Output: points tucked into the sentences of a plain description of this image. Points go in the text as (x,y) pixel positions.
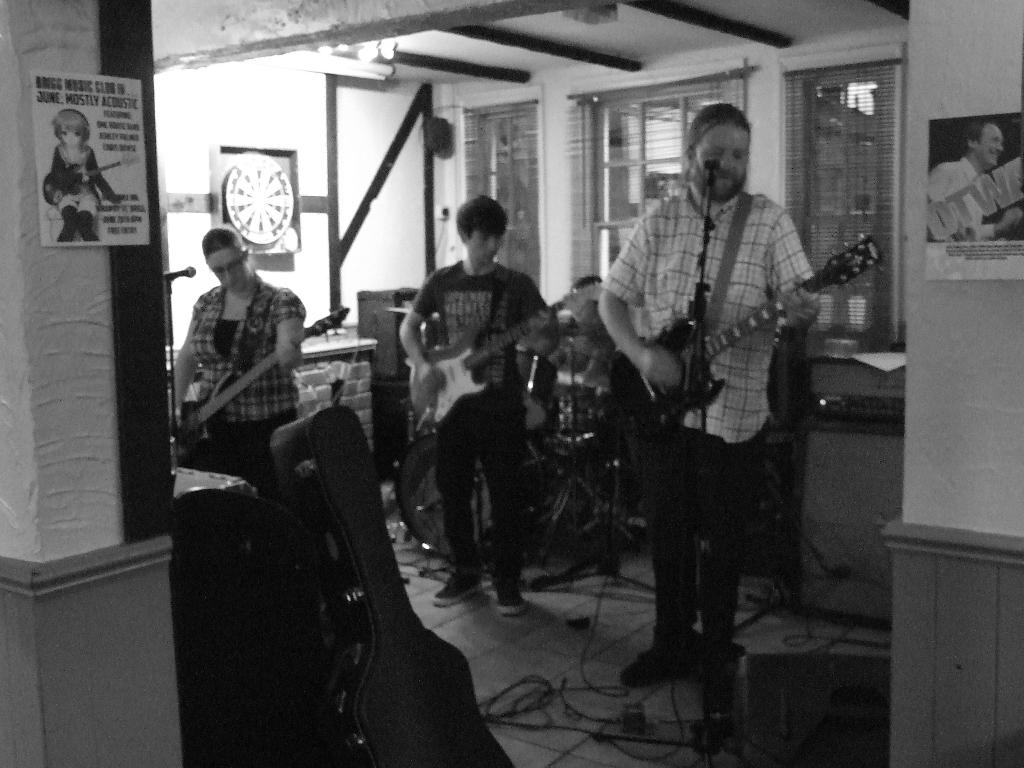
This is a black and white picture. Here we can see windows (850,162) and door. this is a poster (70,185) over a wall (91,319). Here we can see few persons (606,325) standing in front of a mike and playing guitars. These are drums (556,475) behind to this man (510,518). This is also a poster (1016,132) over a wall (918,388).
